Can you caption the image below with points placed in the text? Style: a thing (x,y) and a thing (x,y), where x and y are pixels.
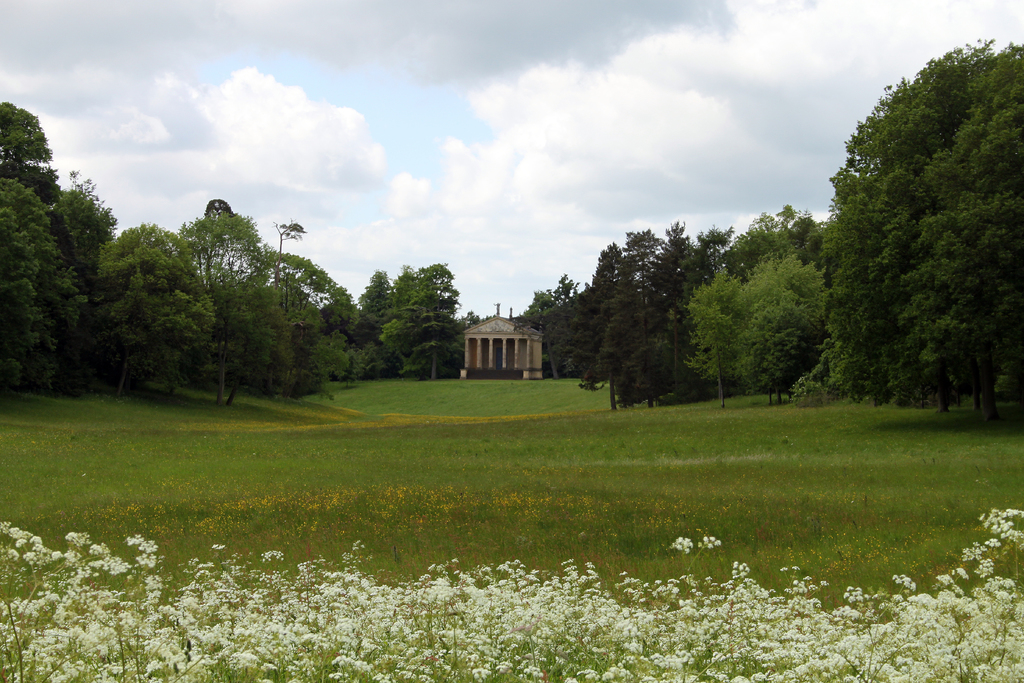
In this picture we can see an architecture building (492,351) and in front of the architecture (488,358) there is grass (436,528) and flowers (426,618). On the left (282,324) and right side of the architecture (514,336) there are trees (544,338) and behind the architecture (502,334) there is the sky (499,157).
